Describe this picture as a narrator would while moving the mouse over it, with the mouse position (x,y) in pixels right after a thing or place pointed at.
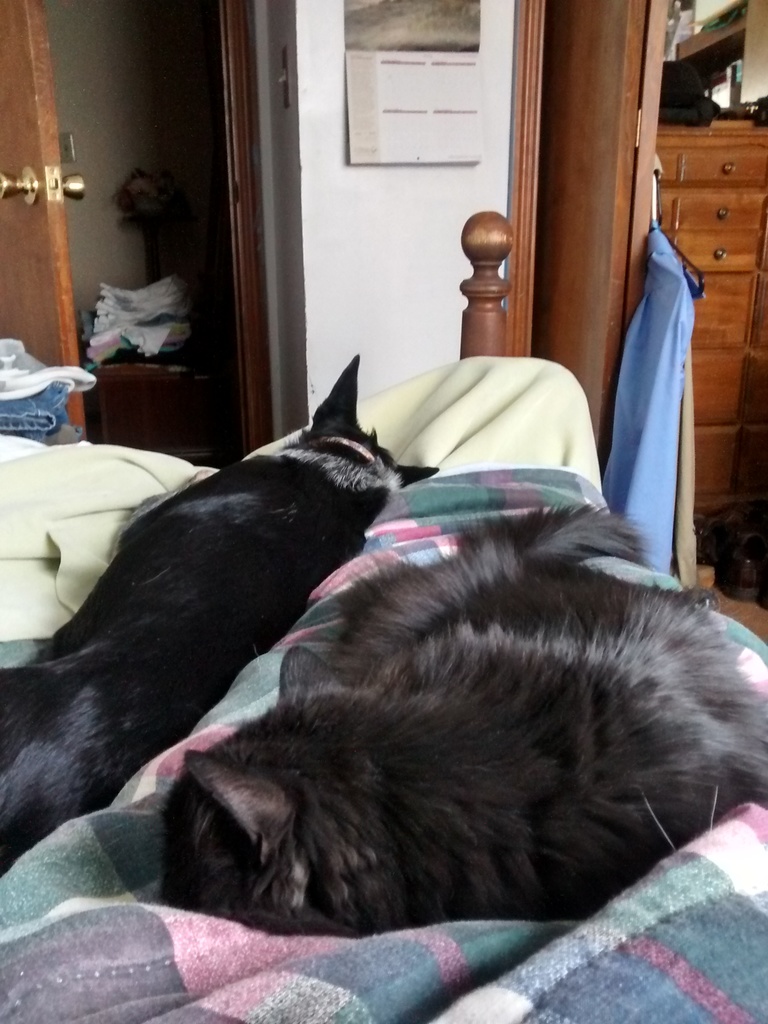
this is a picture of a room (418,316) in this picture there are two cats (387,631) sleeping on a bed (485,507) with the blanket (495,509), there is a cupboard (683,215) near to the door (595,112), we can see a calendar (408,115) on the wall (401,216), we can see some clothes (149,345) which are placed on the table (182,403).
